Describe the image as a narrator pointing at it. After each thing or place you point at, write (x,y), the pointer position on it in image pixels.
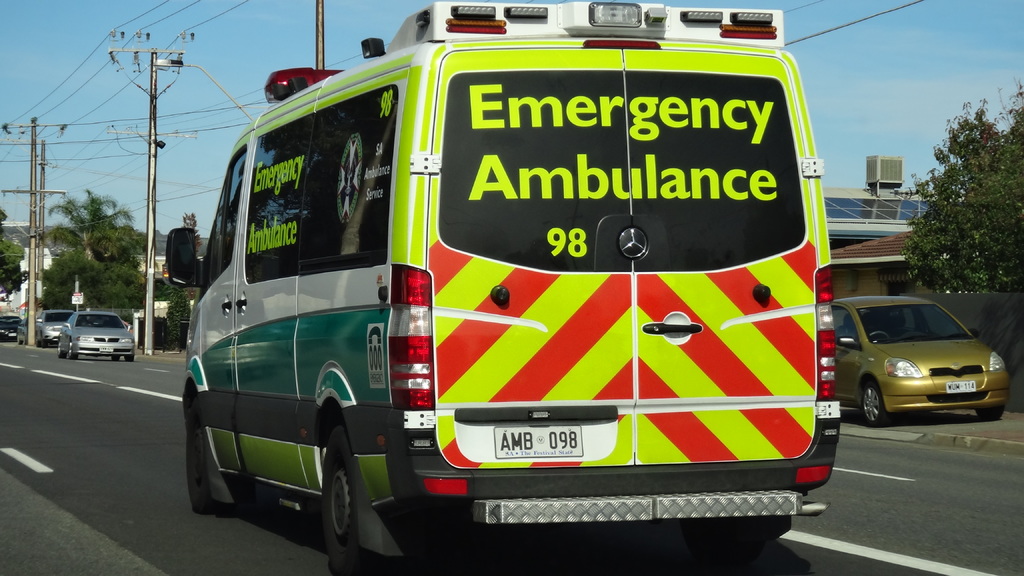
Vehicles (210,367) are on the road (17,369). Background (1023,198) there are trees (99,267), solar panel (887,211), current poles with cables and house (873,268). Sky (893,76) is in blue color.
